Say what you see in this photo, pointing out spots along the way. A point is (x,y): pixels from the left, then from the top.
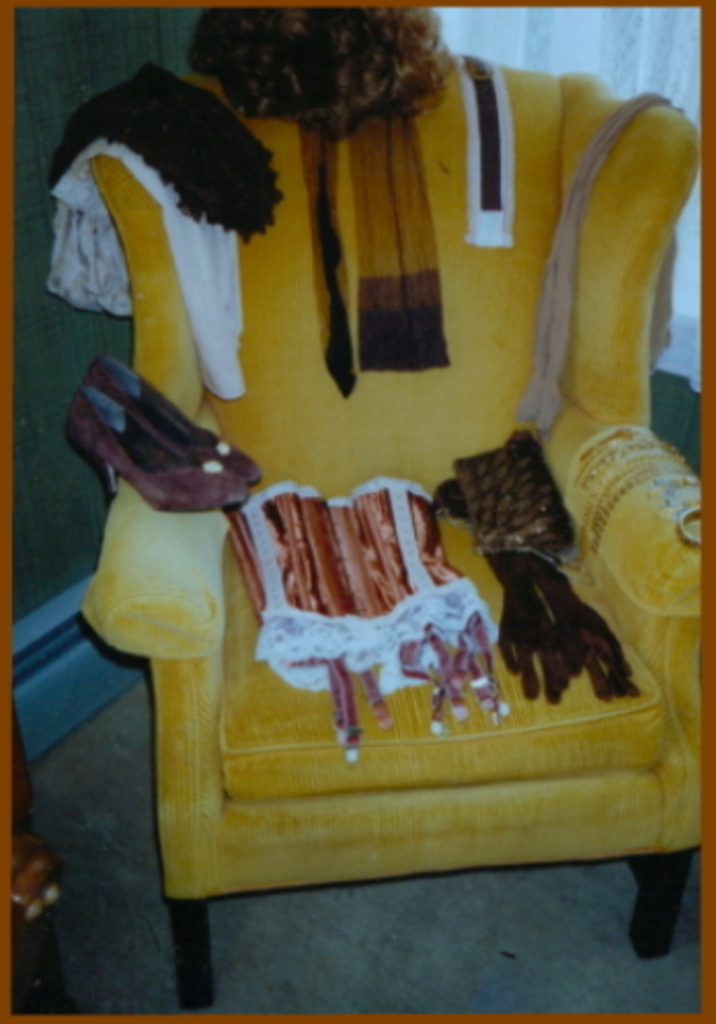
In this picture we can see a chair (369,852) on the floor (412,960) with footwear (190,454), clothes (359,547) and some objects (543,550) on it. In the background (484,33) we can see curtain (671,51) and the wall (100,92).
